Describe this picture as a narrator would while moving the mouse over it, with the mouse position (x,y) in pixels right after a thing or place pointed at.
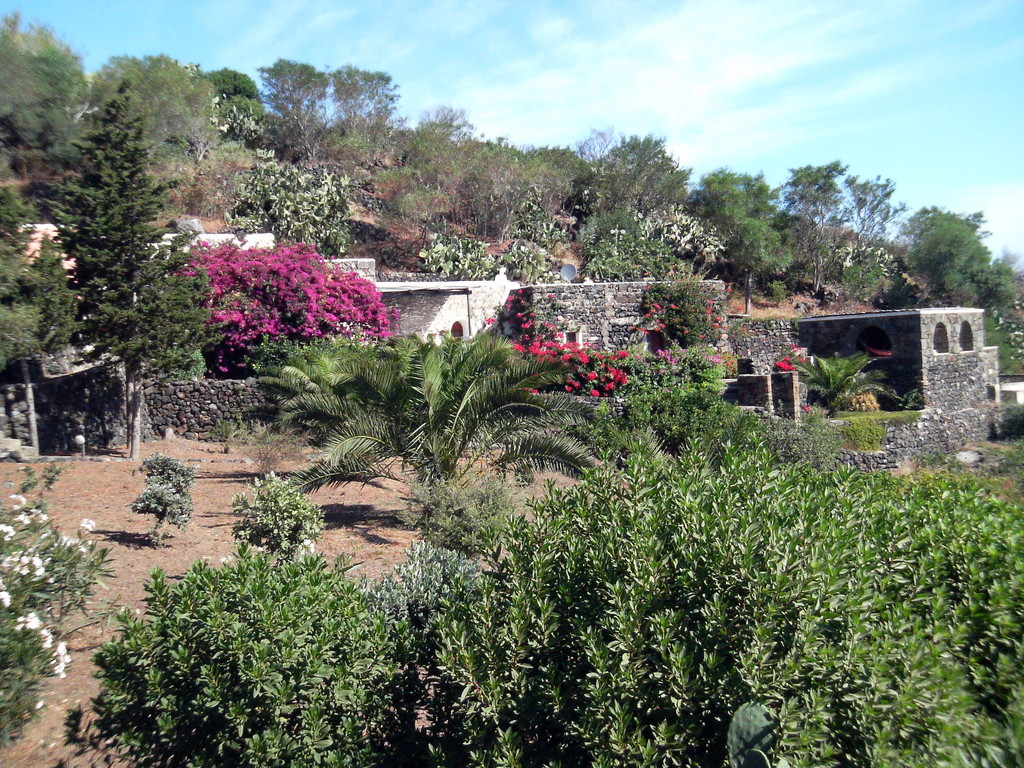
In this image we can see the building (580,340) on the ground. And there are trees (358,400), plants (76,540) with flowers (267,318) and the sky (733,68).
